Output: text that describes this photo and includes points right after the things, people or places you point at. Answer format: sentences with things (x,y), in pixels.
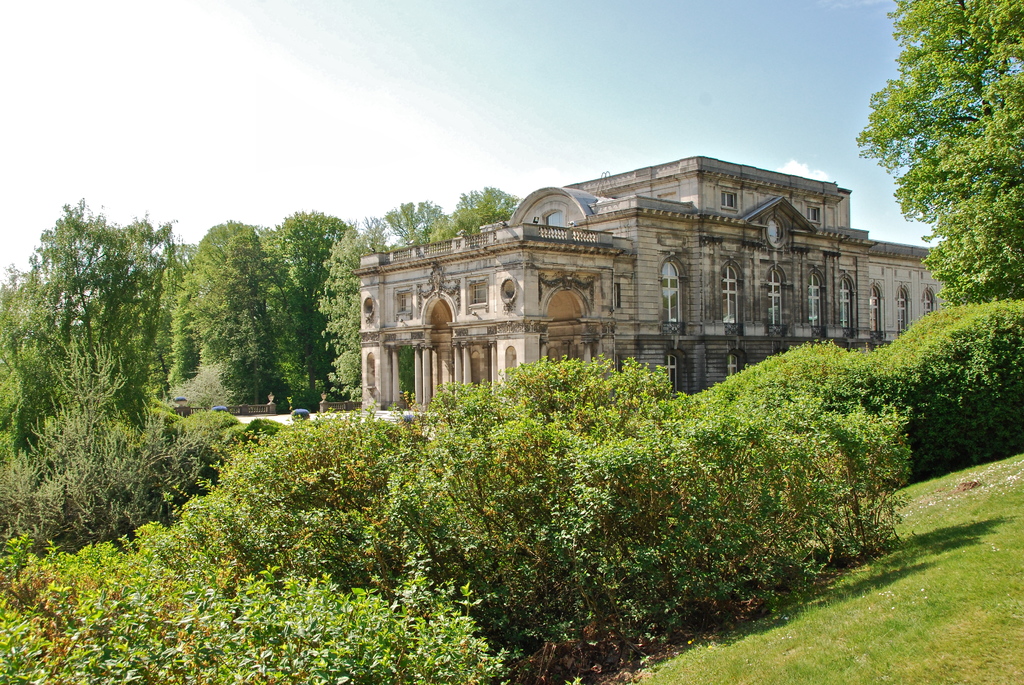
This is an outside view. In the middle of the image (488,275) there is a building (715,326). Around this I can see many trees (476,534). At the bottom of the image (867,644) I can see the grass (826,616). At the top (429,94) I can see the sky (527,86).
